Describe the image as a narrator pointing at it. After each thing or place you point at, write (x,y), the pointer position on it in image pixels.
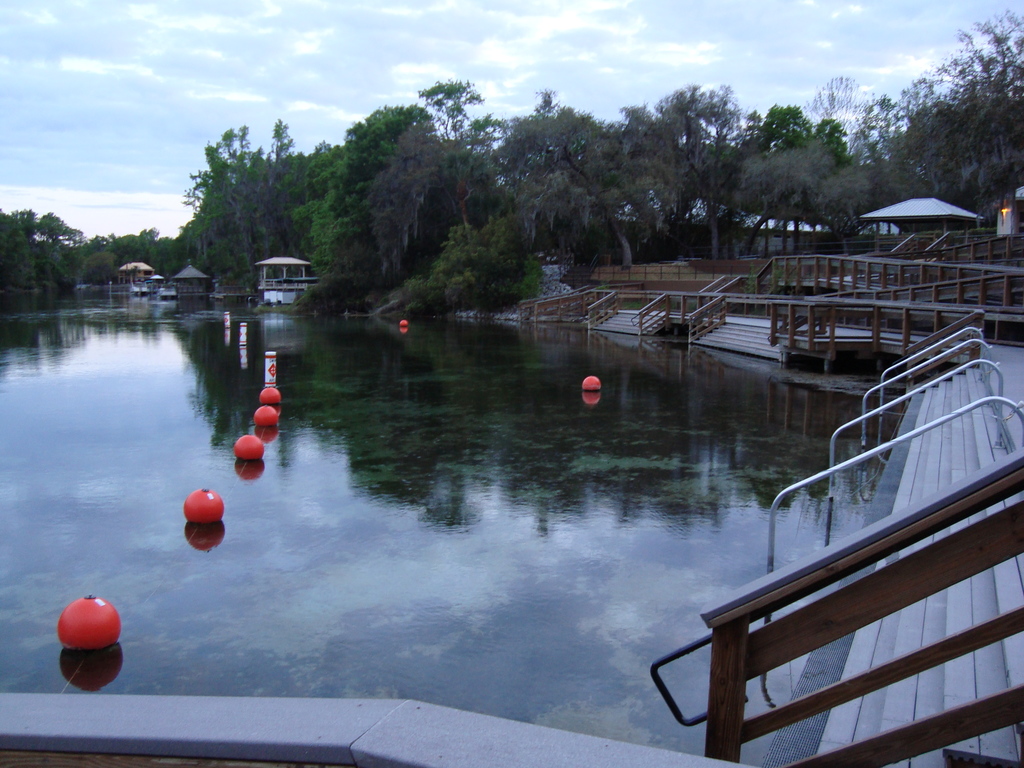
These are the stairs (900,453) with the staircase holder (888,549). I can see a water (314,350) flowing. These look like shelters (289,269). I can see the trees (495,270) with branches (421,182) and leaves (951,171). I think these are the objects (272,363) and the water (259,427).
